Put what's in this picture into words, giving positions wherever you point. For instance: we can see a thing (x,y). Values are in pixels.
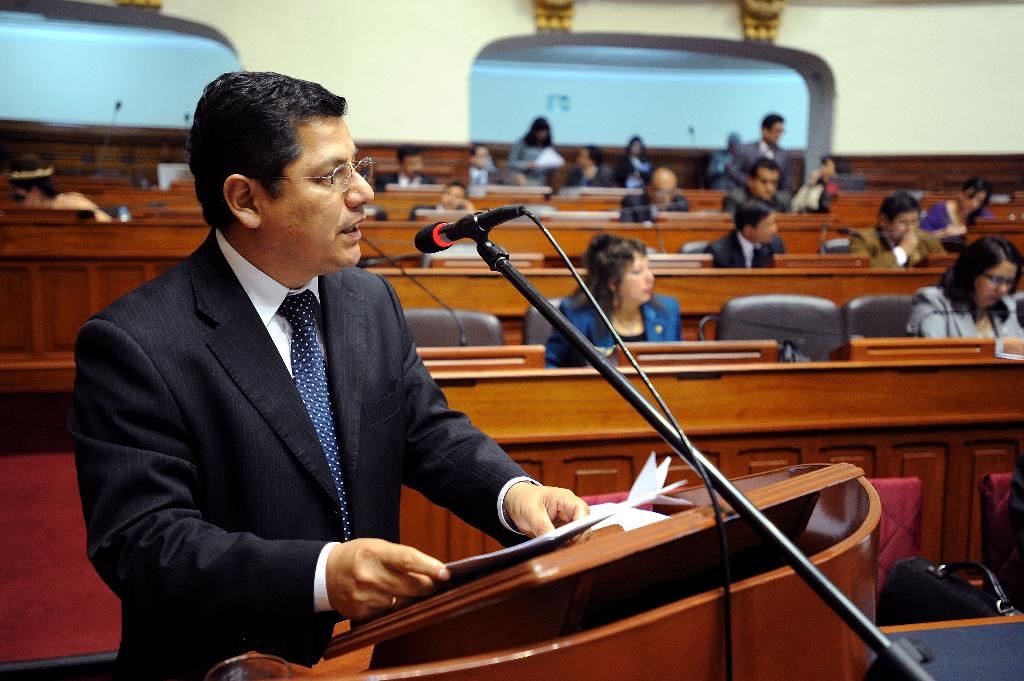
In this picture there are group of people (968,310) who are sitting on chairs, in the foreground (269,307) there is one person (285,396) standing and he is holding papers (638,520) and talking. In front of him there is podium (727,511) and mic (710,466), and in the background (670,347) there are some tables (119,266). On the tables (682,300) there are some mics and wall (618,106) and some persons (732,147) are standing, on the right side (911,584) there is one bag (973,594).
